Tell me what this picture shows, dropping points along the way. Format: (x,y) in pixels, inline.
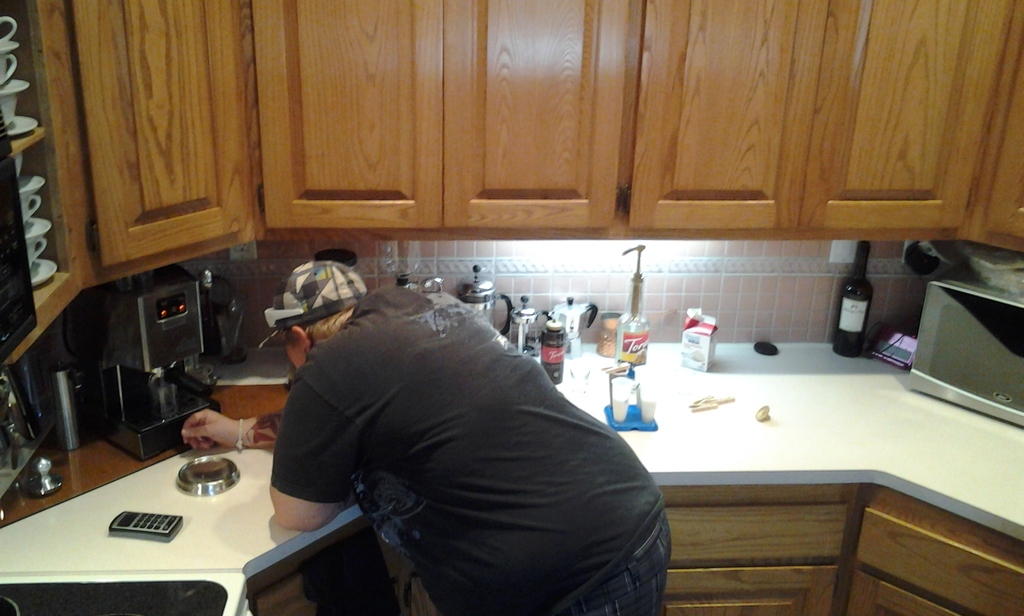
In this picture I can observe a person (423,408) in the middle of the picture (387,321). He is standing in front of the desk (976,451). I can observe few things (552,347) placed on the desk (882,414). I can observe brown color cupboards (322,78) in this picture.
